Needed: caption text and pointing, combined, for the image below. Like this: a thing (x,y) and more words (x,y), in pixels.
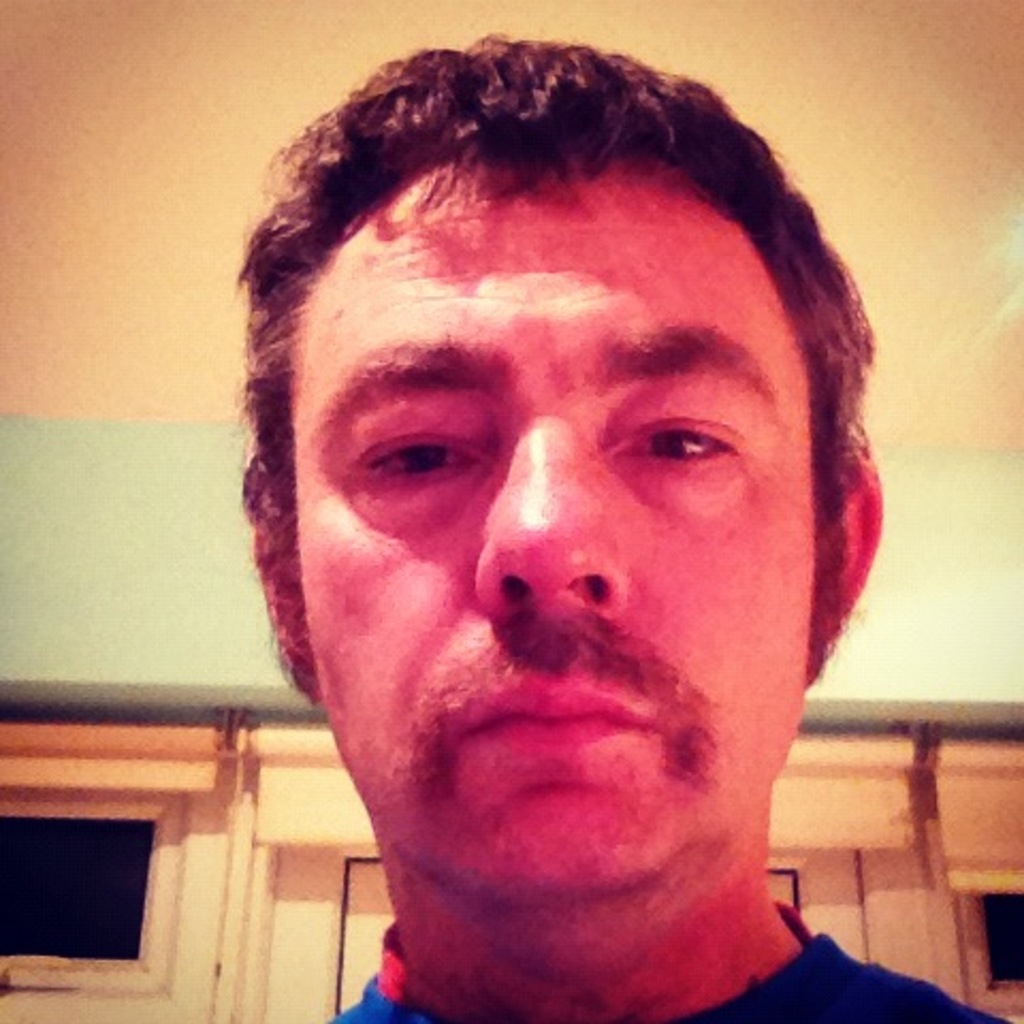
This image is taken indoors. At the top of the image (291,81) there is a ceiling (957,425). In the background (137,634) there is a wall (128,642) with windows (68,865) and a door (315,997). In the middle of the image (515,540) there is a man (572,590).
